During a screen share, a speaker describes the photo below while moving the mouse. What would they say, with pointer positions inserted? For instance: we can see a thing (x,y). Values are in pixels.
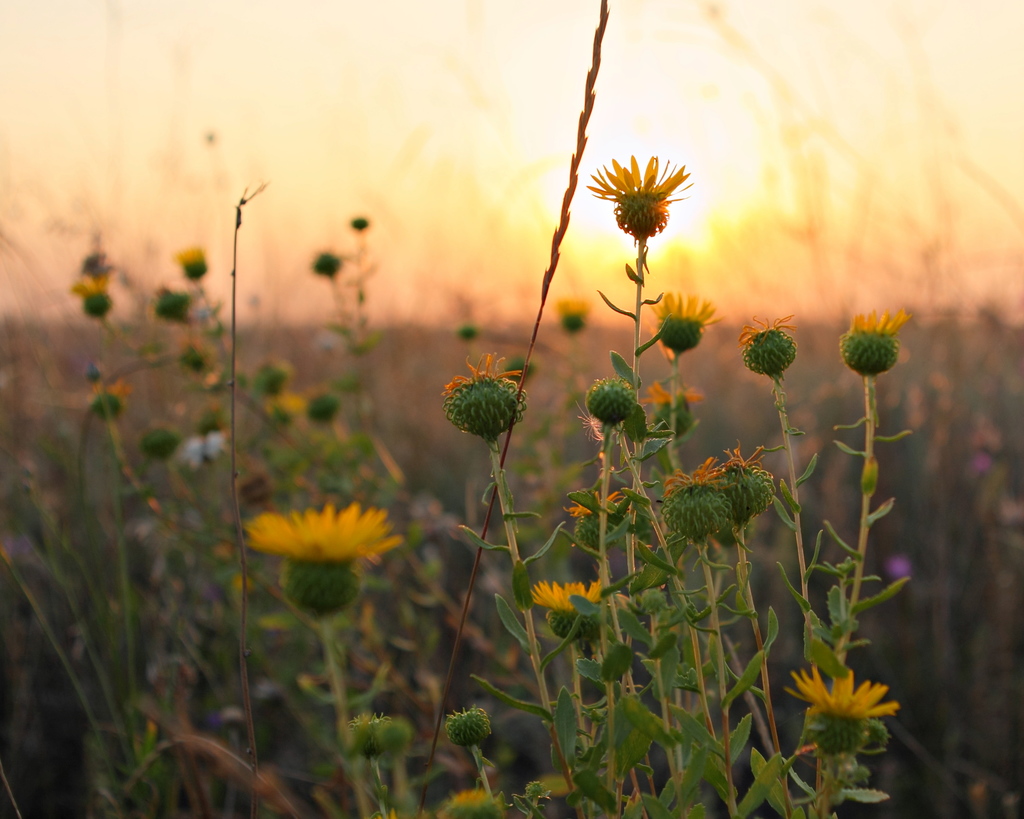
In this picture there are yellow color flowers (604,184) and buds (599,382) on the plants (483,763). At the top (193,87) there is sky (411,86) and there is a sun (615,197).
